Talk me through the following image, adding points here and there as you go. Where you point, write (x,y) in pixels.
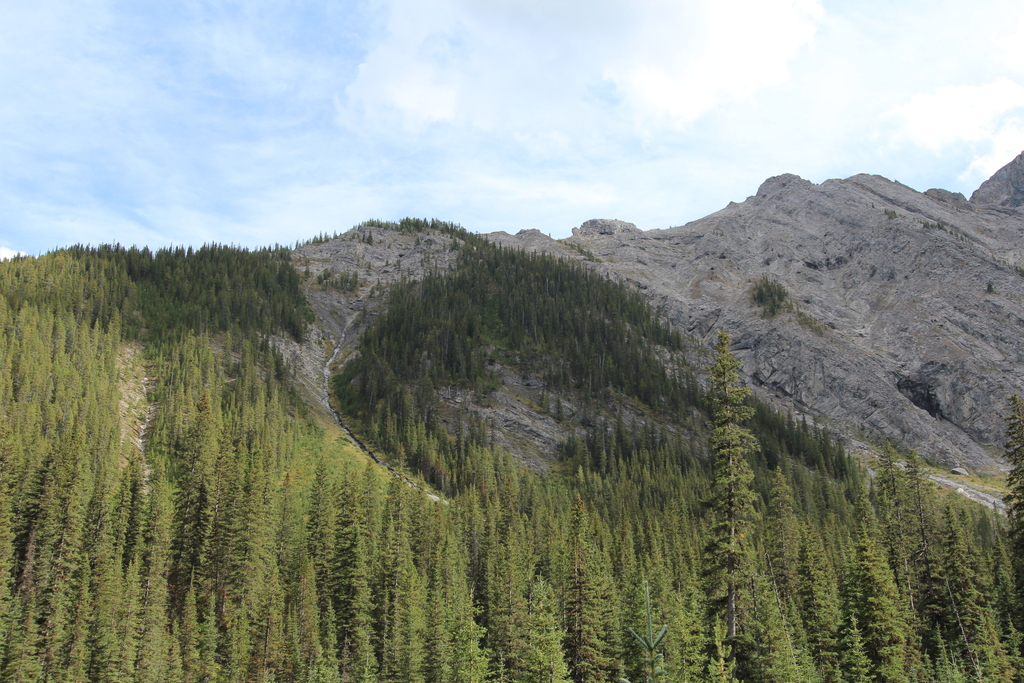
In the center of the image (402,358) there are hills (629,261). At the bottom (180,611) we can see trees (475,577). In the background (542,139) there is sky (584,111).
